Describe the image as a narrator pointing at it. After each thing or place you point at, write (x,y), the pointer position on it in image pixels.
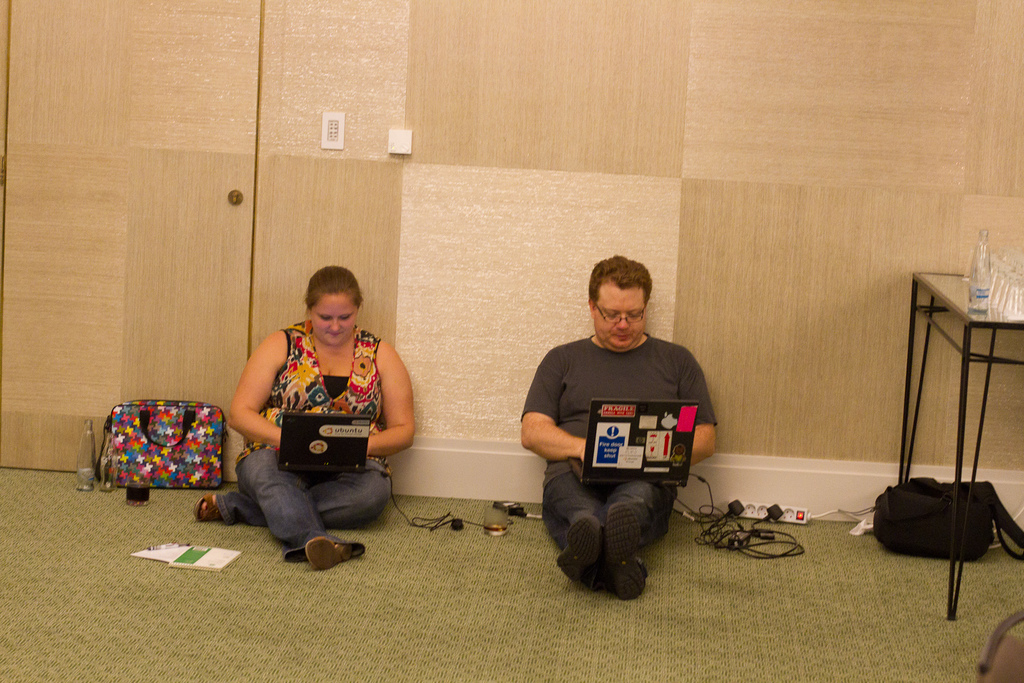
In this image we can see a man (585,367) and woman (312,482) are sitting on the floor (349,584), they are holding laptop (313,444) in their hands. Right side of the image (958,438) one table (958,438) is there, on the table (966,317) bottles (990,280) are present. Under the table (1004,325) one black color bag (929,518) is there. Behind it switch board (760,505) is there and wires (748,536) are attached to the switch board (747,514). to the left side of the image (150,446) one colorful bag (164,441), glass (131,495) and bottle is present. In front of the lady (343,395) papers (189,565) are present. Background of the image (818,193) brown color wall (792,199) is there.
